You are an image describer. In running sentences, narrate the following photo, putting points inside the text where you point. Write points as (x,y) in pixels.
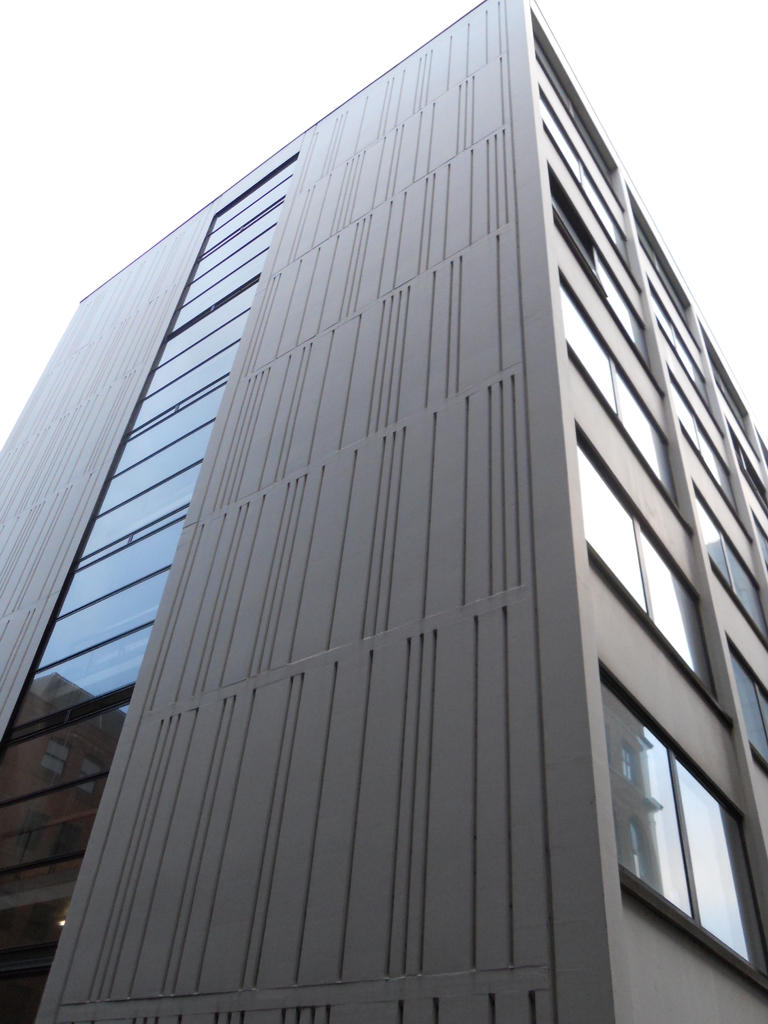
In front of the image there is a building (399,646). In the background of the image (146,36) there is sky (114,29).
